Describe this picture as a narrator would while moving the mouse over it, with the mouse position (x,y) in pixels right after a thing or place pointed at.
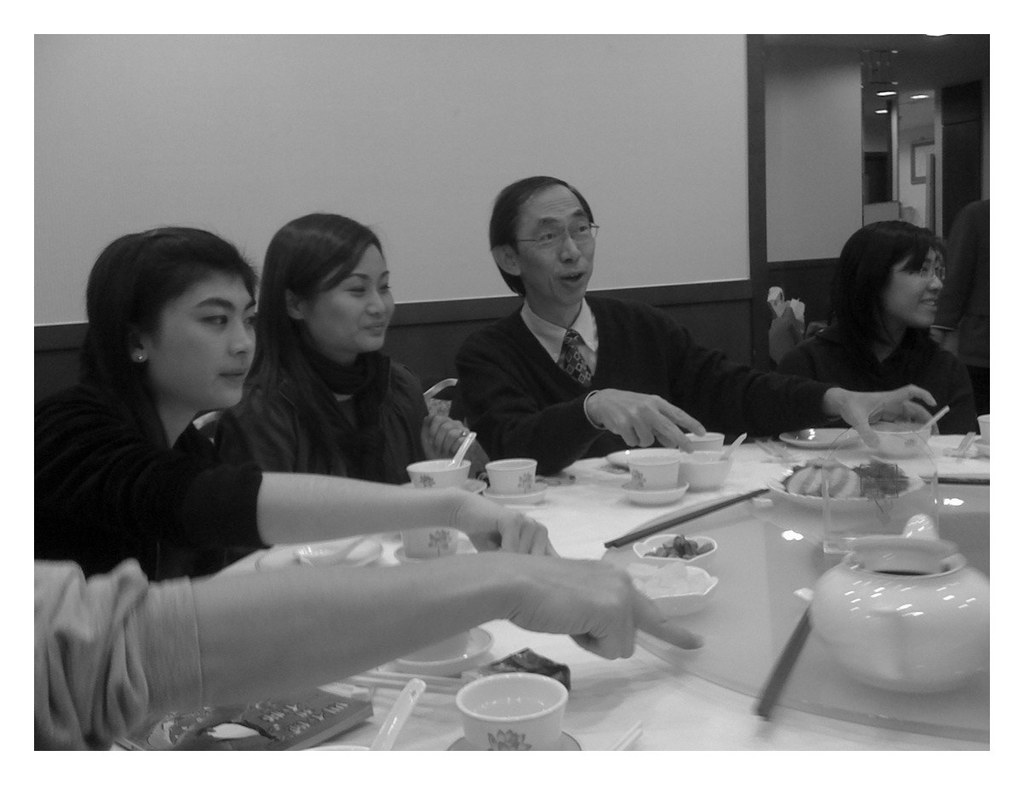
In this image there are five people (595,314) sitting at the dining table (648,646) and having their food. On the dining table (716,530) there are cups (661,475) and saucers (684,494), and bowls (708,461). In the background (739,82) there is a wall (546,99) with white color.
